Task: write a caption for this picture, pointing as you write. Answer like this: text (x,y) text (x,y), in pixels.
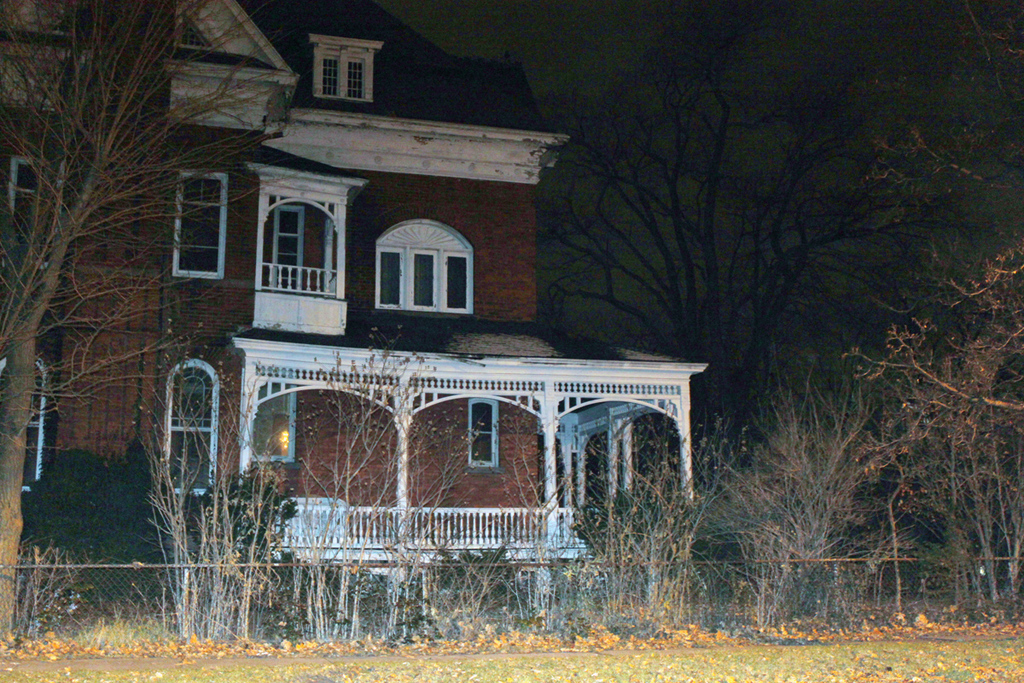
In this image I can see the house (343,268) with windows (391,268) and it is brown color. In-front of the house (320,264) I can see many trees (527,611) and the railing (549,625).
